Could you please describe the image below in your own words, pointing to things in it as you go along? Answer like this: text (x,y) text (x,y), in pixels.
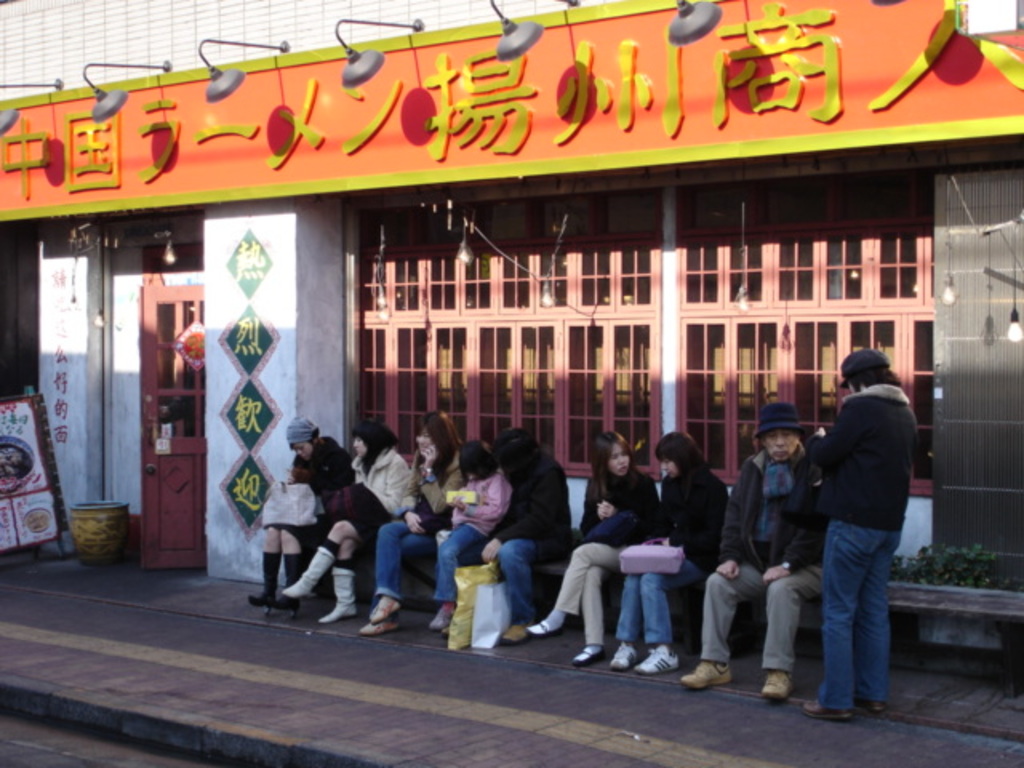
In this picture we can see a group of people (388,537) are sitting on a bench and a person (857,559) is standing on the path (903,704). Behind the people (502,519) there is a building (562,361) and other things (260,145).
